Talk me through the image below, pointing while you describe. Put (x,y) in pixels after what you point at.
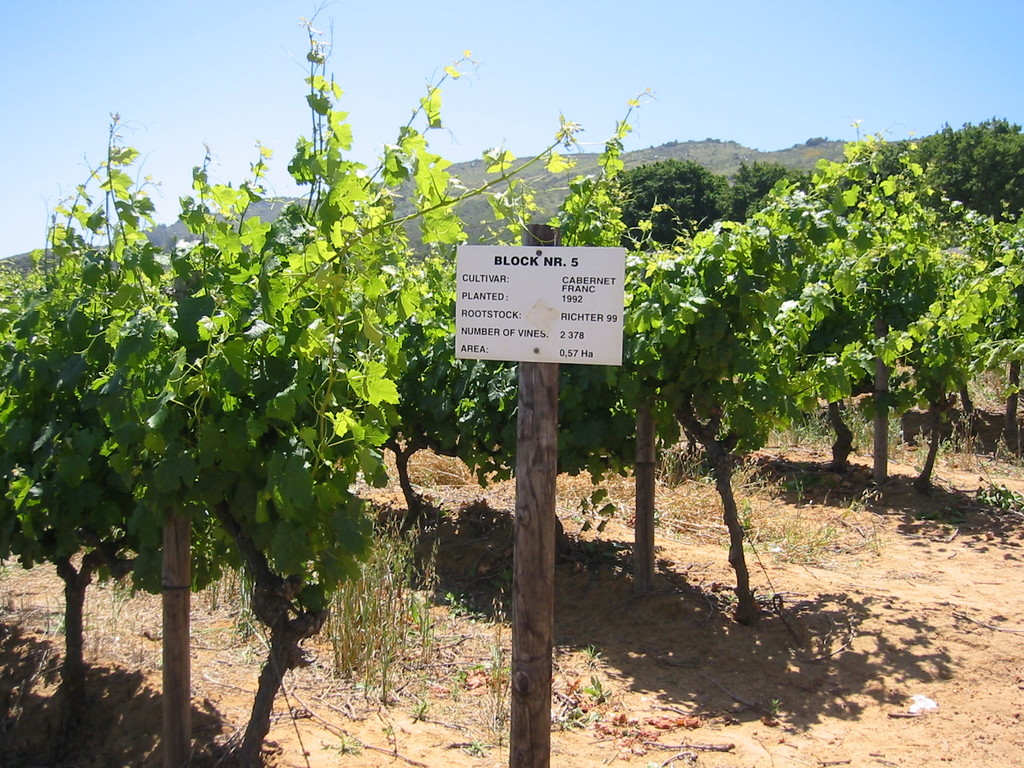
In the picture there are many plants (3,503) present, there is a pole (530,228) with the board (594,298), on the board (499,352) there is a text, there are mountains (541,188), there is a clear sky (538,148).
